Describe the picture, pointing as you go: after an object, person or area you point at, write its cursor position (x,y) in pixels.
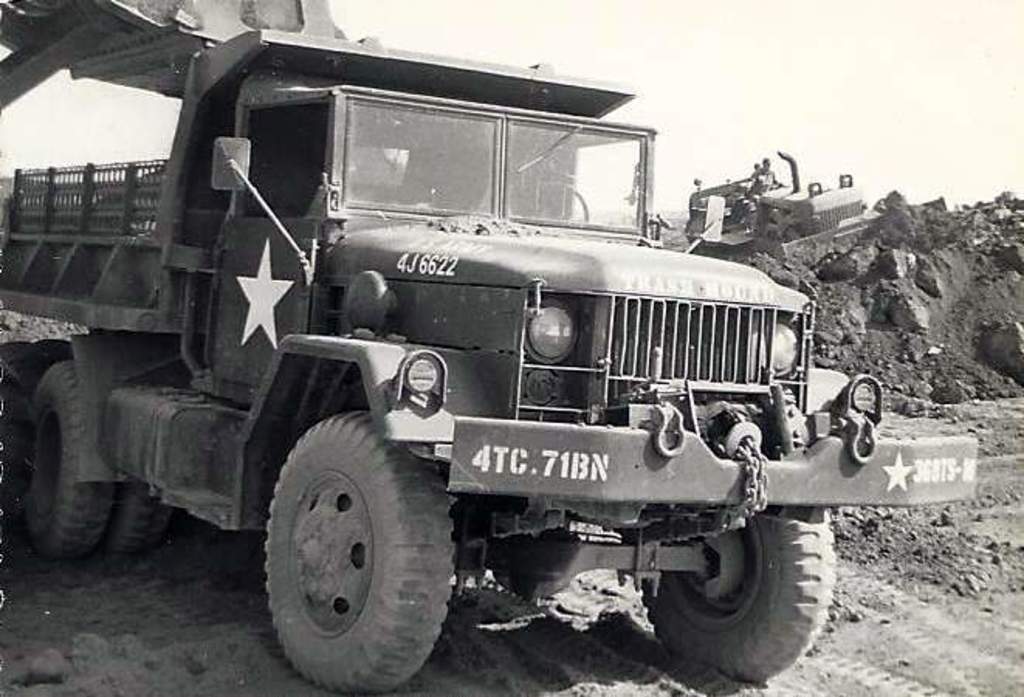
This is a black and white picture. I can see vehicles (860,222), there are rocks (918,267), and in the background (824,50) there is the sky (746,58).
